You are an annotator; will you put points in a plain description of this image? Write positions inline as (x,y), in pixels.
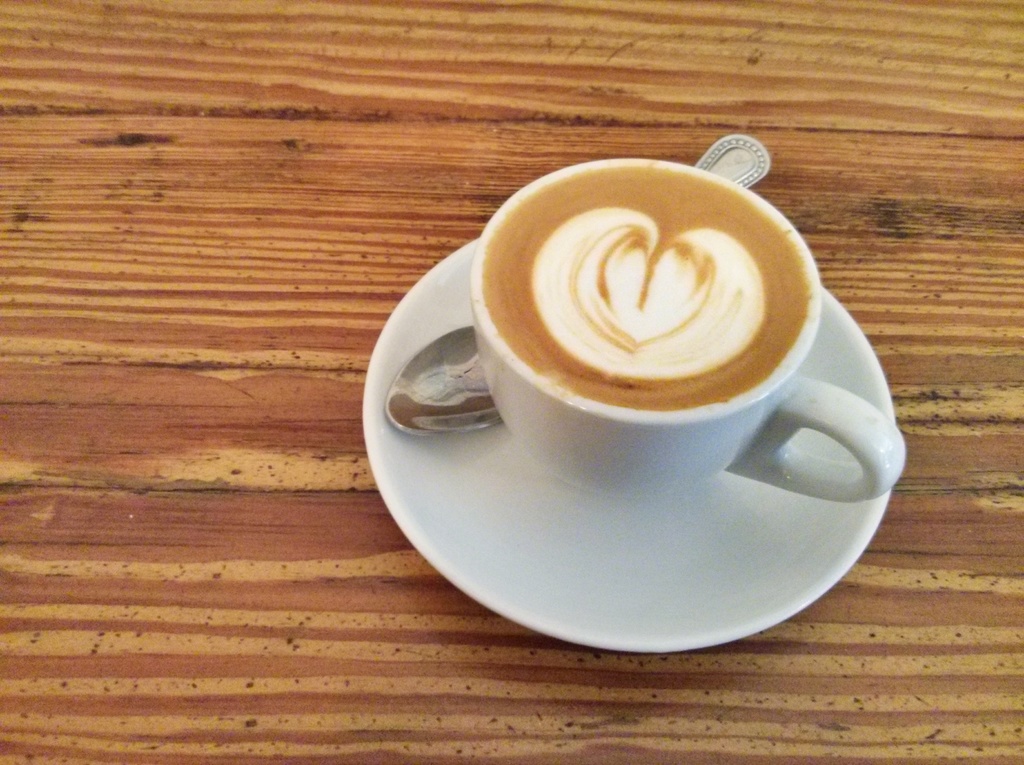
In this picture there is a cup (667,308) of coffee (551,267) and a saucer (542,550) and there is a spoon (426,368).
